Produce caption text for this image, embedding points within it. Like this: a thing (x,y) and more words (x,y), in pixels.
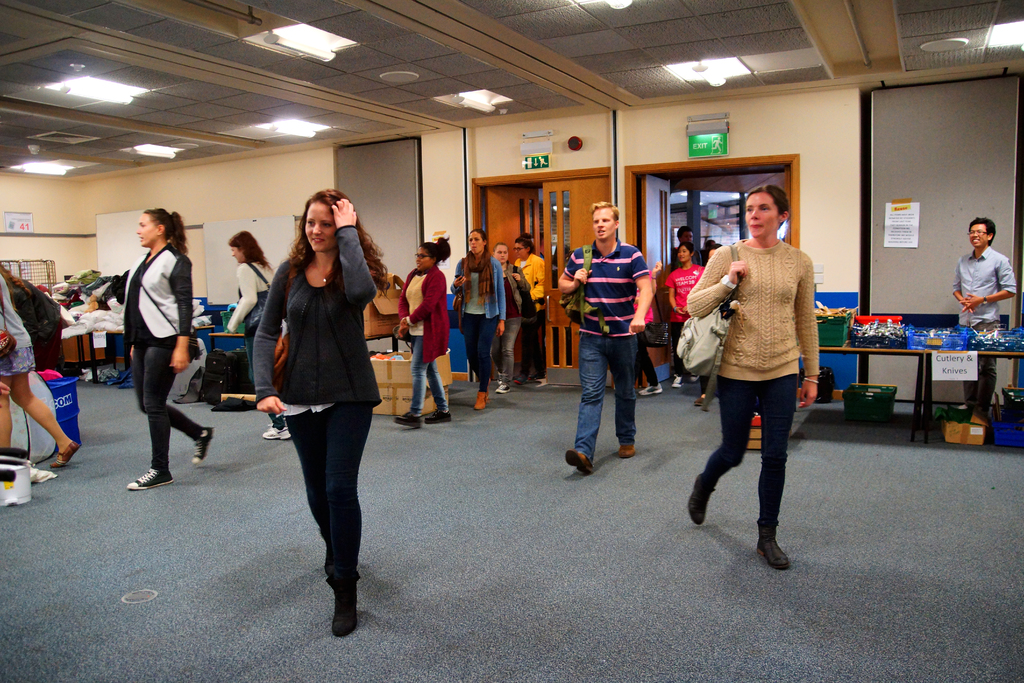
In this image we can see persons (759,302) standing on the floor (372,436). In the background (90,272) we can see heap of clothes (106,286), electric lights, whiteboards (215,262), windows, cardboard cartons (948,433), plastic baskets (844,322), bags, sign boards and doors (707,160).
